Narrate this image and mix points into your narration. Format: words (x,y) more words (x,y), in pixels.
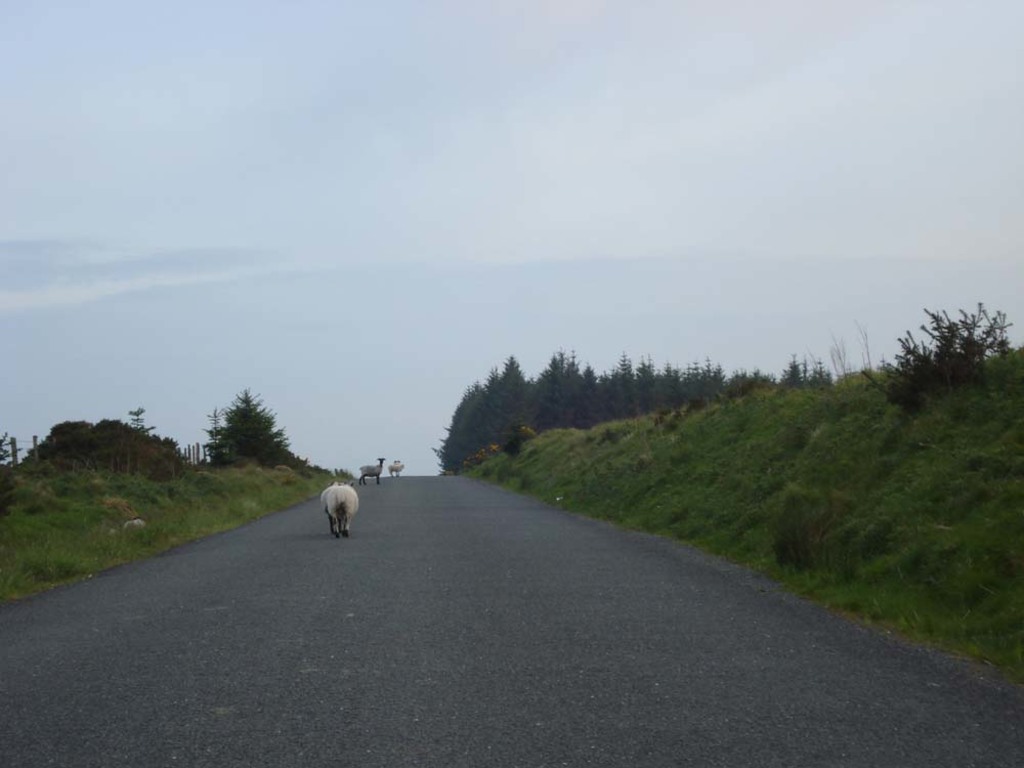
This is an outside view. In the middle of the image (342,495) there are three animals (377,478) on the road (429,535). On both sides of the road (356,750), I can see the grass (710,479) and plants (925,373). In the background (491,410) there are many trees (528,403). At the top of the image (443,127) I can see the sky (300,207).
